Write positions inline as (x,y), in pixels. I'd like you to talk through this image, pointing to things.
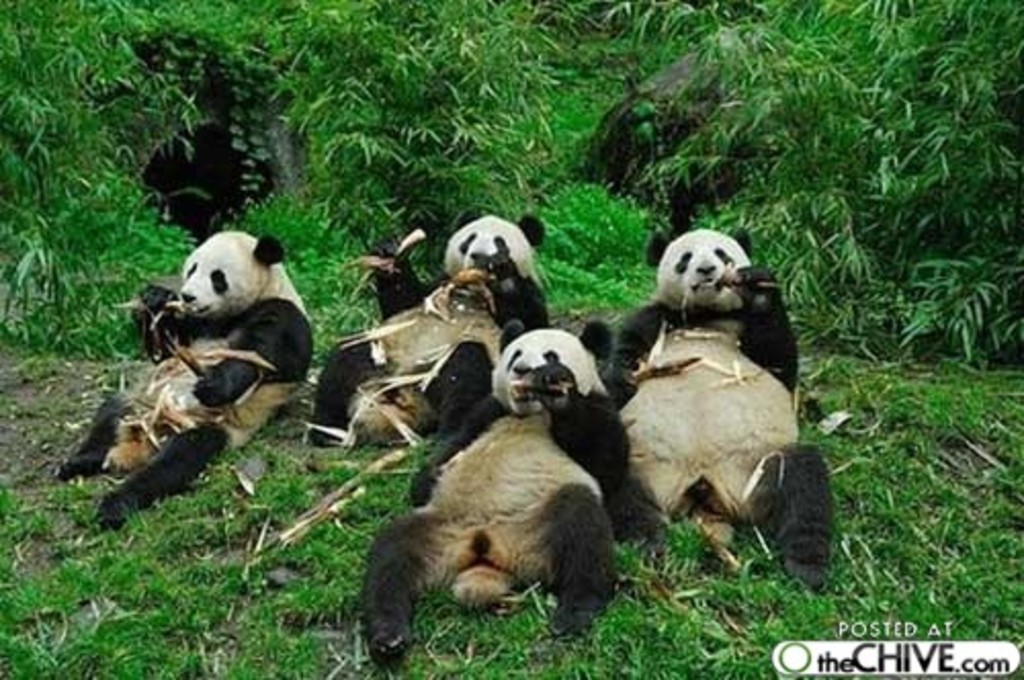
This picture contains four pandas (429,471). They are eating bamboo (154,323). At the bottom of the picture (662,578), we see the grass (852,551). There are trees (360,176) in the background (444,247). This picture might be clicked in the forest (429,184) or in a zoo (647,174).
